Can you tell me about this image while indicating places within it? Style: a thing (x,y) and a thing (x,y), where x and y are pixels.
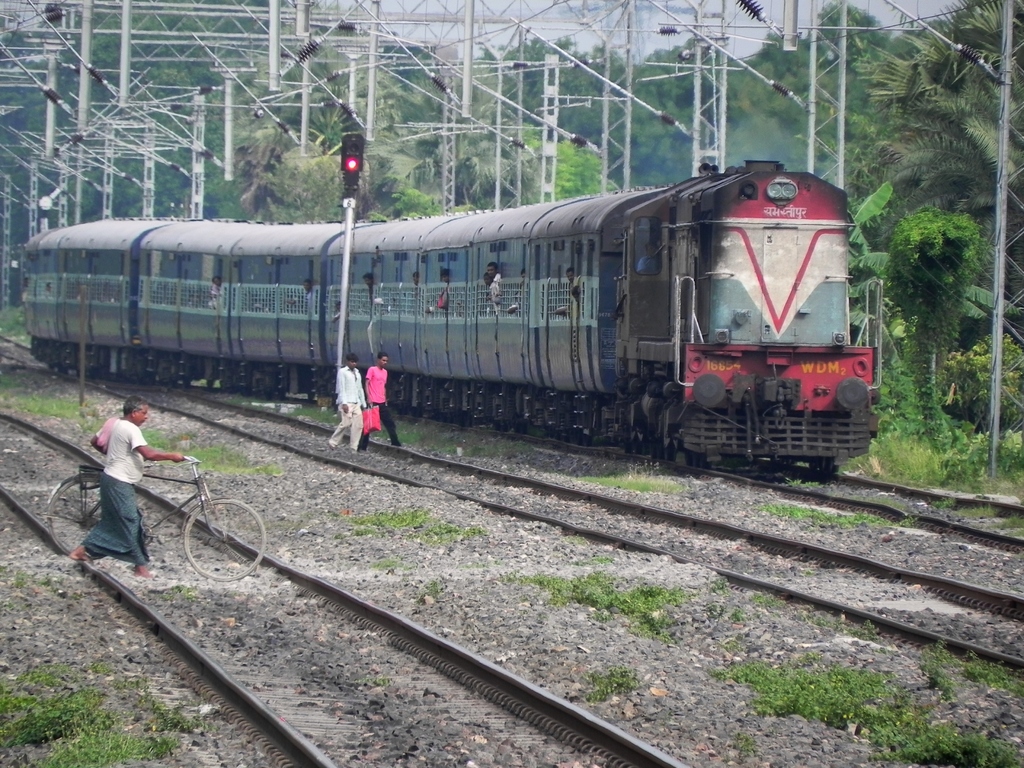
In this picture there is a train (264,233) on the track (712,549). It is in blue in color. Beside it, there is a signal (341,333) and two men (396,429). One of the man (379,371) is wearing a pink t shirt (373,382) and another man (352,390) is wearing a white shirt (347,394) and holding a cover (379,425). Towards the bottom left (143,575), there is a person (142,406) holding a bicycle (59,489). On the top (263,83), there are rods (370,76) and trees (910,127).
